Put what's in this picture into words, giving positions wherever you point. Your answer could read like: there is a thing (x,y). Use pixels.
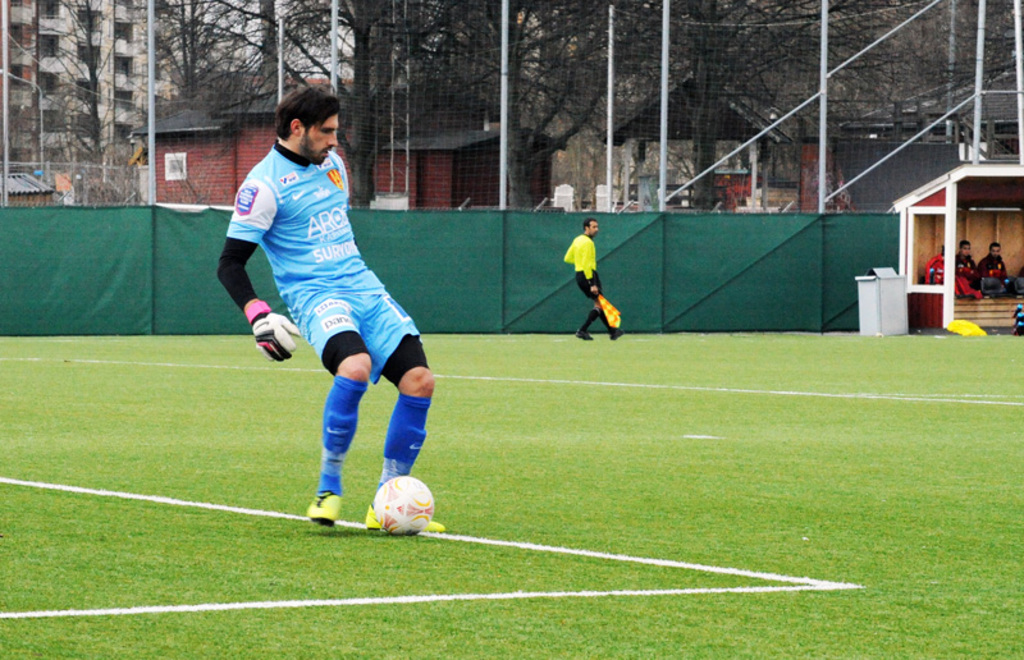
In this image I can see an open grass ground (506,373) and on it I can see two persons (387,314) are standing. I can see both of them are wearing sports jerseys (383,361), shoes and in the front (407,475) I can see one man (231,241) is wearing a glove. I can also see a white colour football (392,483) near his legs (386,461). In the background (583,231) I can see one man (599,281) is holding a flag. In the background (936,38) I can also see number of trees (747,52), green colour clothes (618,256), number of buildings (235,165) and number of poles (608,98). On the right side of the image (934,209) I can see a box (889,267), a shack (902,272) and in it I can see three persons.
